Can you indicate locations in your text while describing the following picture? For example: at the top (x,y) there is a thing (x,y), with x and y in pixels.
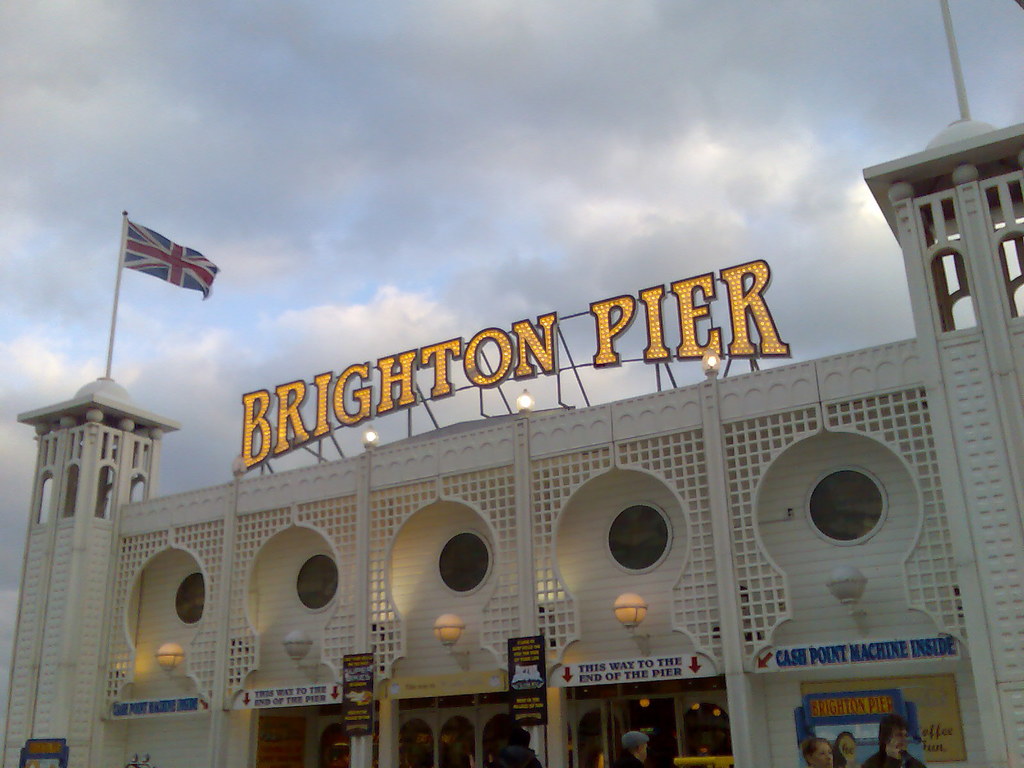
This picture is clicked outside. In the center (624,424) we can see the building (912,487) and the text (506,340) attached to the building (670,393) with the help of the metal rods (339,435) and we can see the lamps (614,613) which are wall mounted and there is a flag (195,263) and the boards (865,719) on which the text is printed. In the foreground (624,742) we can see the group of persons (528,766). In the background (392,138) there is a sky (482,138).
